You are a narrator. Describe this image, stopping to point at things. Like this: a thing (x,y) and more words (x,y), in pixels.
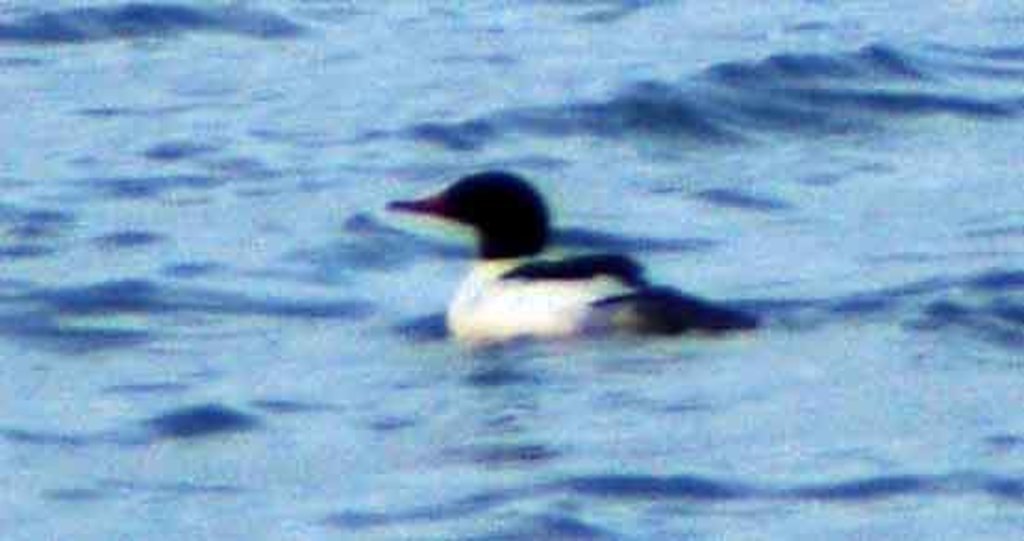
Here in this picture we can see a black and white colored duck (504,280) present in the water (25,471) over there.
